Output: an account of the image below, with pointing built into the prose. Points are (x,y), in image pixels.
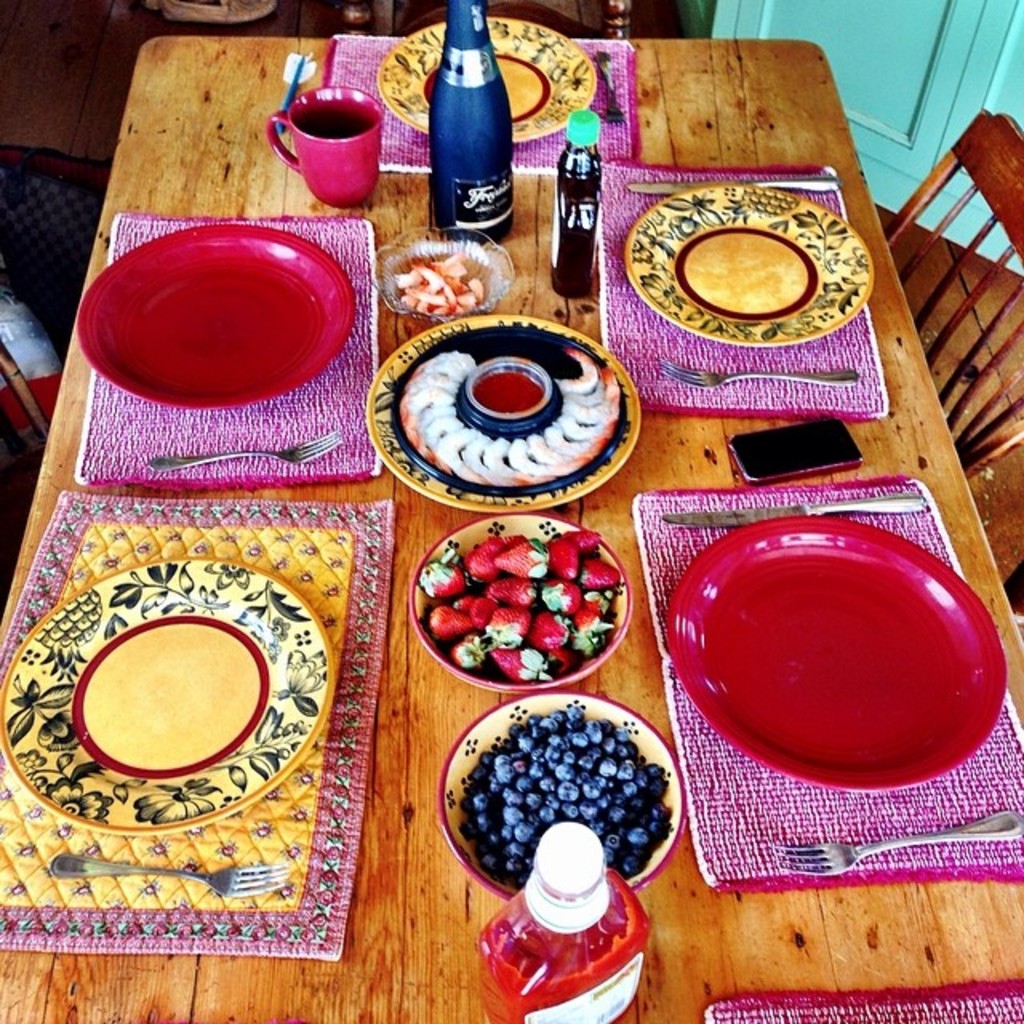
In this image i can see few plates (844,523) and the food (546,641) in the plate (546,641), three bottles (497,169) at the back ground (891,206) i can see a chair (907,206) and a door (901,60).
